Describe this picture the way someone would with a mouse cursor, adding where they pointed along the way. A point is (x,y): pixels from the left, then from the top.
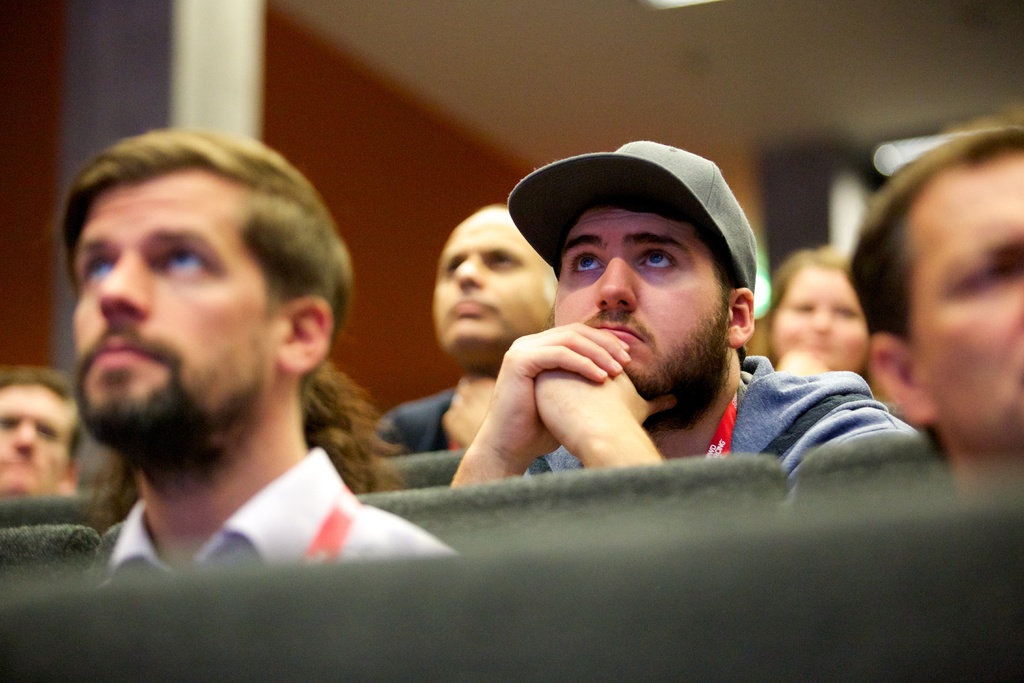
In this image I see few people (520,212) who are sitting on chairs (431,451) and I see that this man (577,263) is wearing a cap (676,184) and it is blurred in the background (547,16).
